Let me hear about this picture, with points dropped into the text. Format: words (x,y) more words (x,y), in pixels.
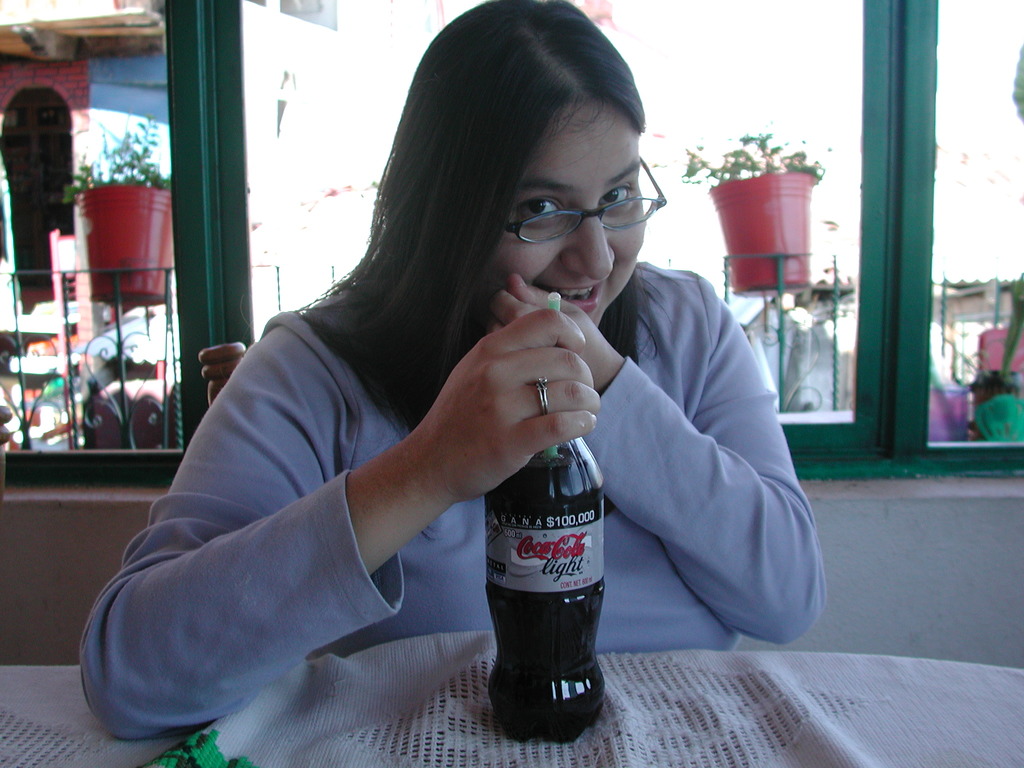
As we can see in the image there is a pot (147,205), a women (549,204) sitting on chair (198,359) and there is a table (258,693) over here. On table (373,728) there is a bottle (518,718).
